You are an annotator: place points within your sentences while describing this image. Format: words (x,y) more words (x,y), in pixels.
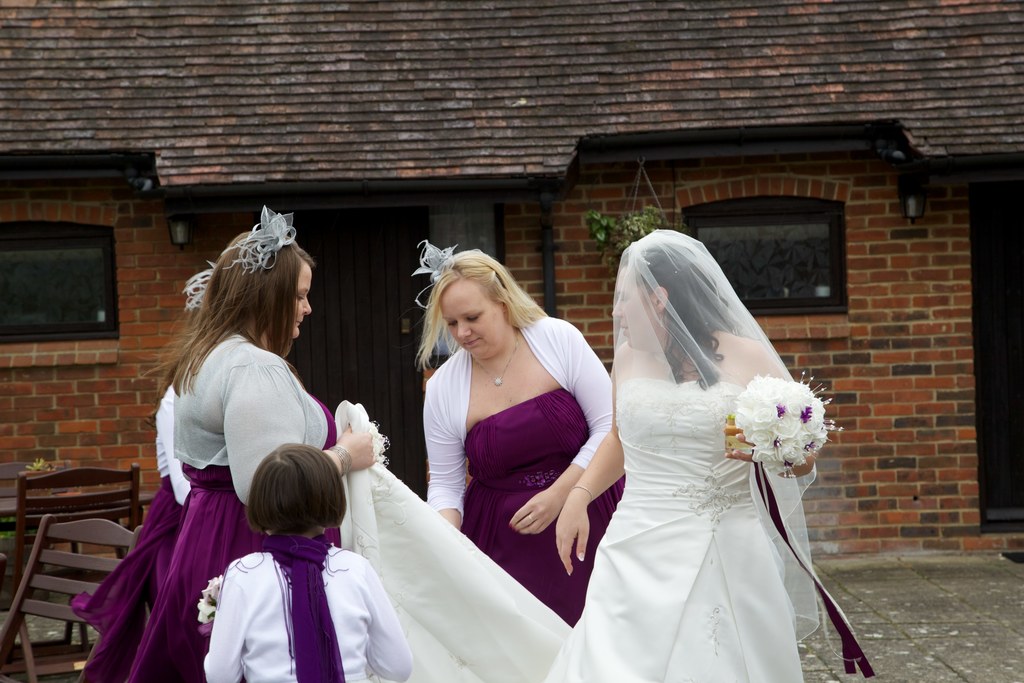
in this image there are many women (431,561). the woman (654,602) at the right (708,482) is wearing white gown (697,557) and holding white flower bouquet (767,435). behind them there is a building (609,161) which has bricks wall (903,442).
